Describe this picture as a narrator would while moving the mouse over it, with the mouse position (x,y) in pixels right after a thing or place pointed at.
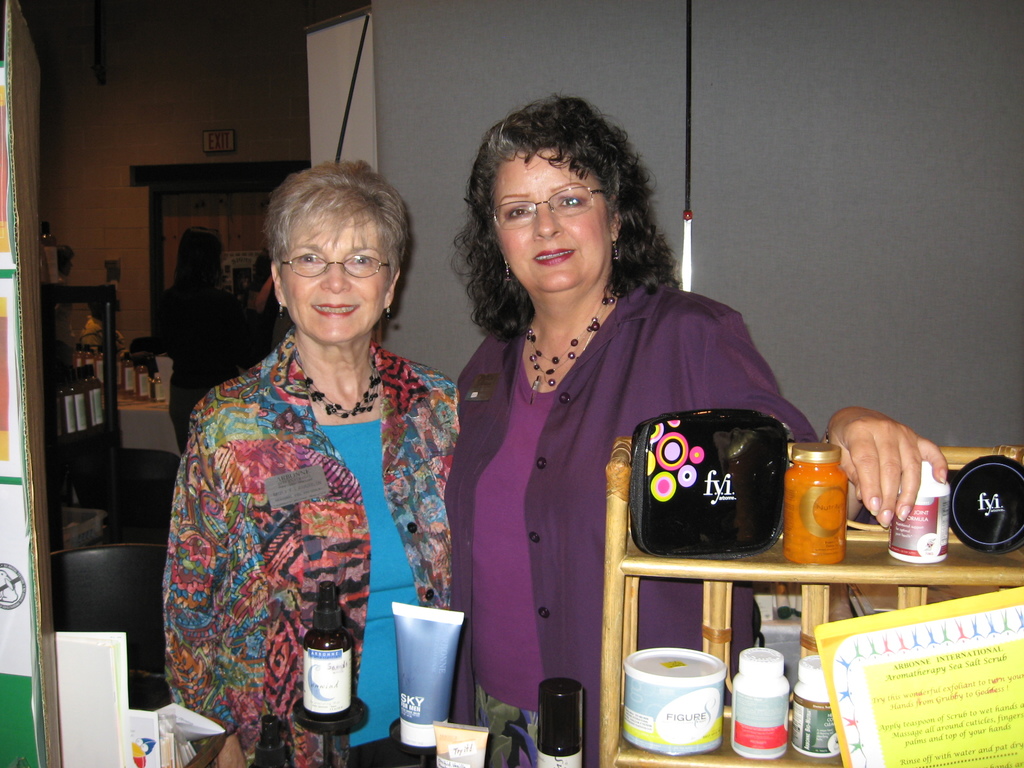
In the image there are two women (369,489) and around the women (547,554) there are different types of cosmetics (412,612), both the women (413,432) are standing and posing for the photo and behind them there is another woman (173,312) standing near the doorway (226,259).
